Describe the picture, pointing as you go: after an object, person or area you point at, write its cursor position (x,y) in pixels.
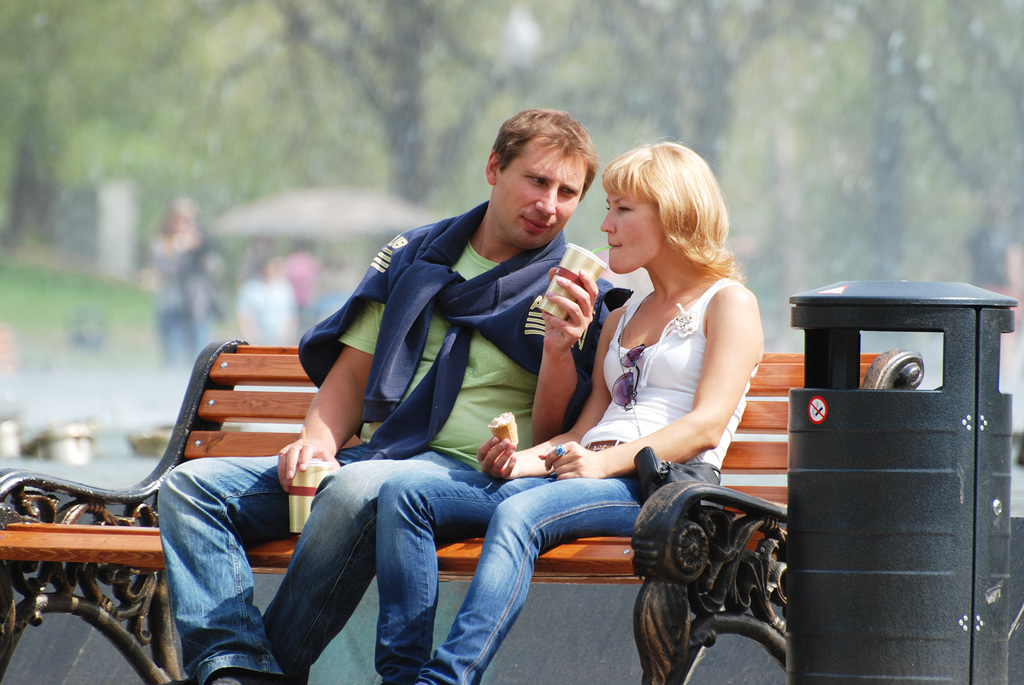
In this image there is a man (370,386) who is sitting on the bench (152,508) is making the girl (615,401) to drink the coffee (568,263). The girl (612,379) is sitting beside him. On the right side (844,434) there is a dustbin (994,464). In the background (618,73) there are trees (628,61). There are few people (182,310) walking on the road (159,351) near an umbrella (330,213).
